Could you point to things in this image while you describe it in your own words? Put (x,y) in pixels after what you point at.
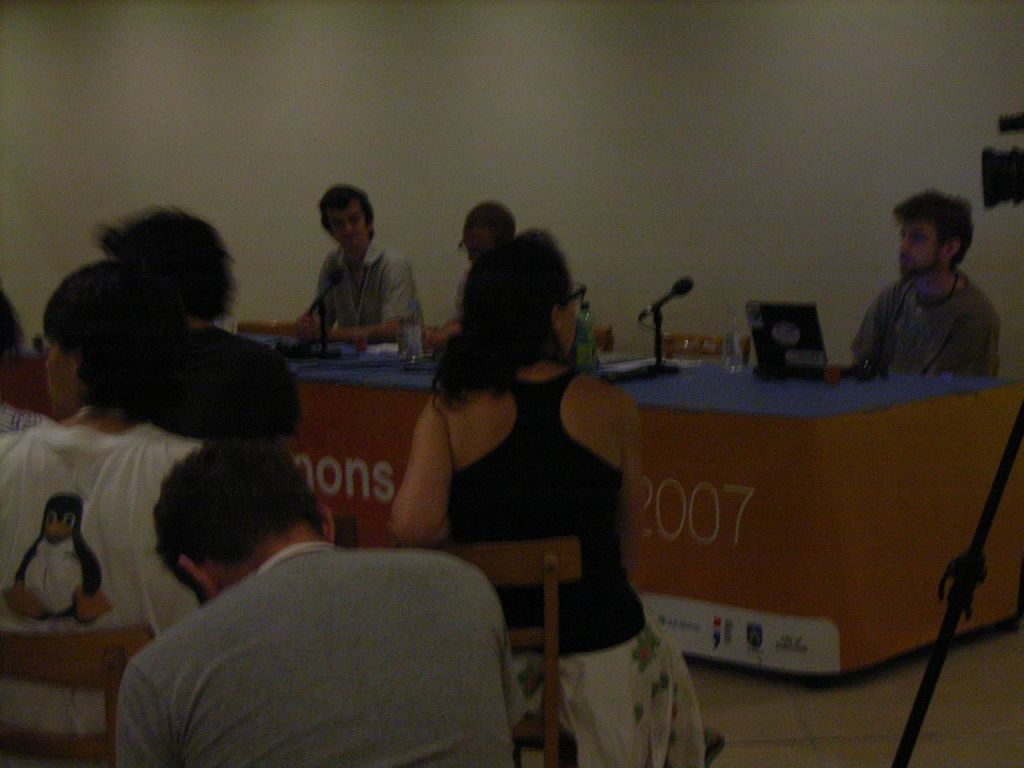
This picture describes about group of people (495,590) they are all seated on the chair (69,751), in front of them we can find a microphone (658,369), laptop (806,343), couple of bottles (581,315) on the table (772,414), and also we can see a camera (985,188) and a wall (712,162).
